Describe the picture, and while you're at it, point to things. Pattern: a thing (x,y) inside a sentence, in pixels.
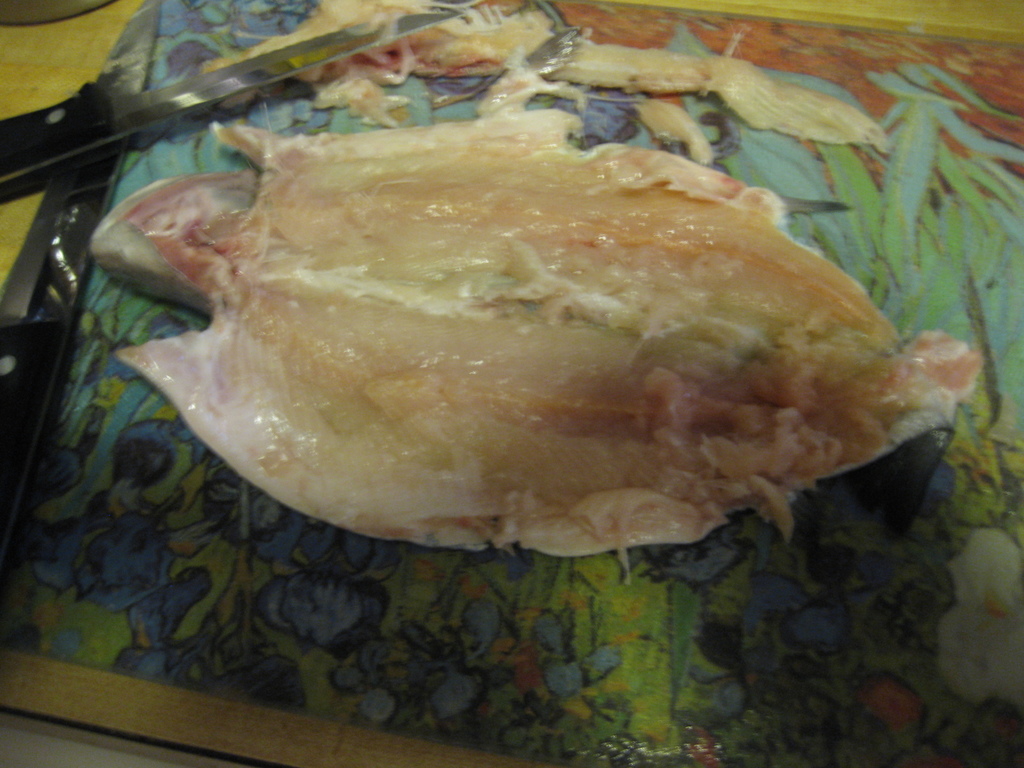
In the foreground (381,268) I can see a fish (544,374), knife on the table (221,160). This image is taken may be in a house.
